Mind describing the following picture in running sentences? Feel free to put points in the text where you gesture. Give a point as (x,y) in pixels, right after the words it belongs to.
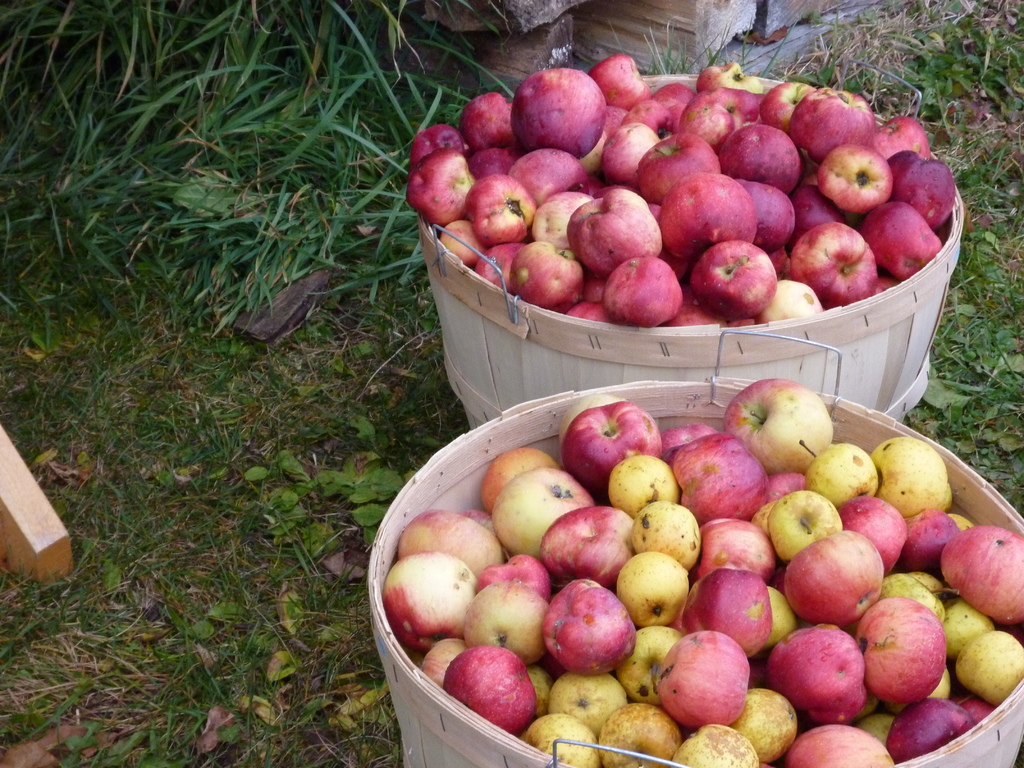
This image consists of many apples (670,446) kept in the baskets (461,286). At the bottom (284,569), there is green grass (211,366). In the background (594,33), we can see the wooden sticks (729,54).
